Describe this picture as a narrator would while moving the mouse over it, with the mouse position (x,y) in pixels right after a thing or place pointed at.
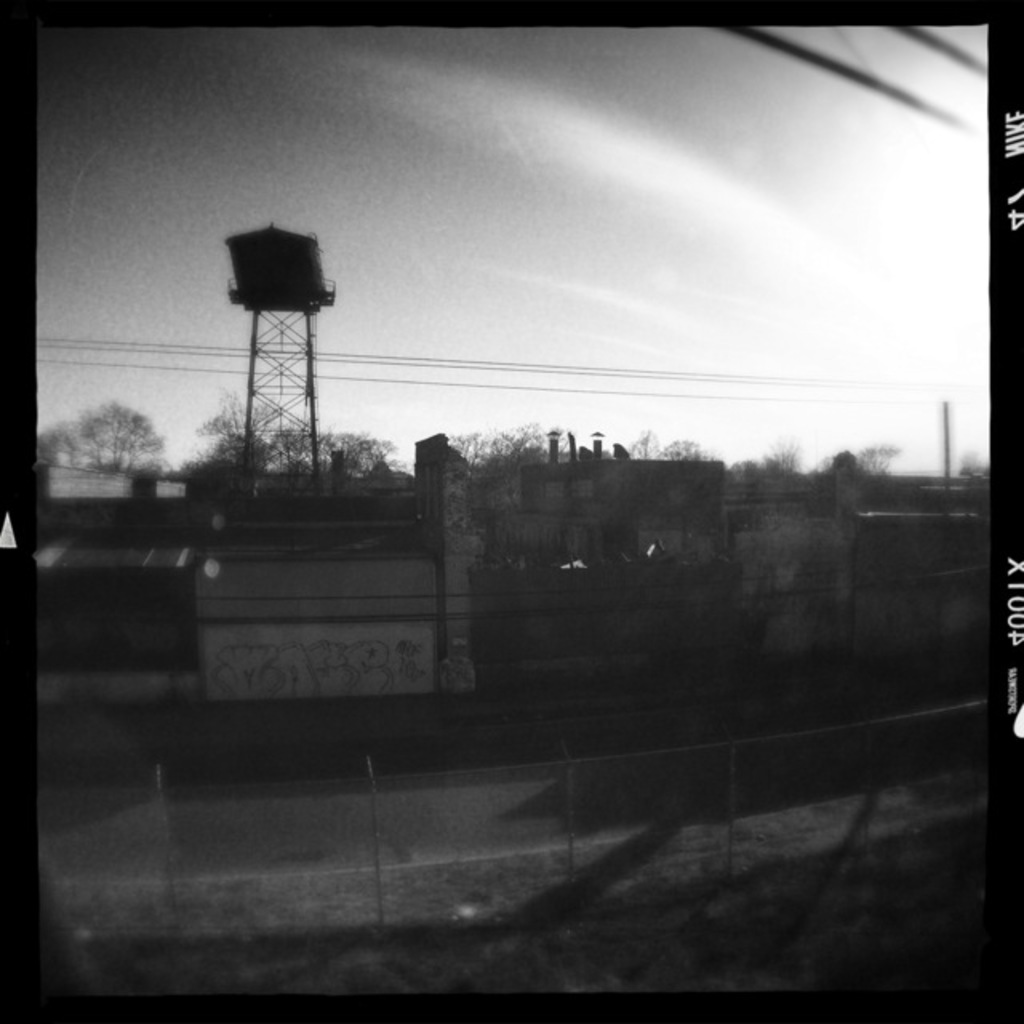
In this picture there is a black and white old photographs. In the front (223,815) there is a fencing grill (223,815). Behind there are some small houses (430,639). In the background (267,264) we can see a water tank (271,291) on the iron frame (277,407).
